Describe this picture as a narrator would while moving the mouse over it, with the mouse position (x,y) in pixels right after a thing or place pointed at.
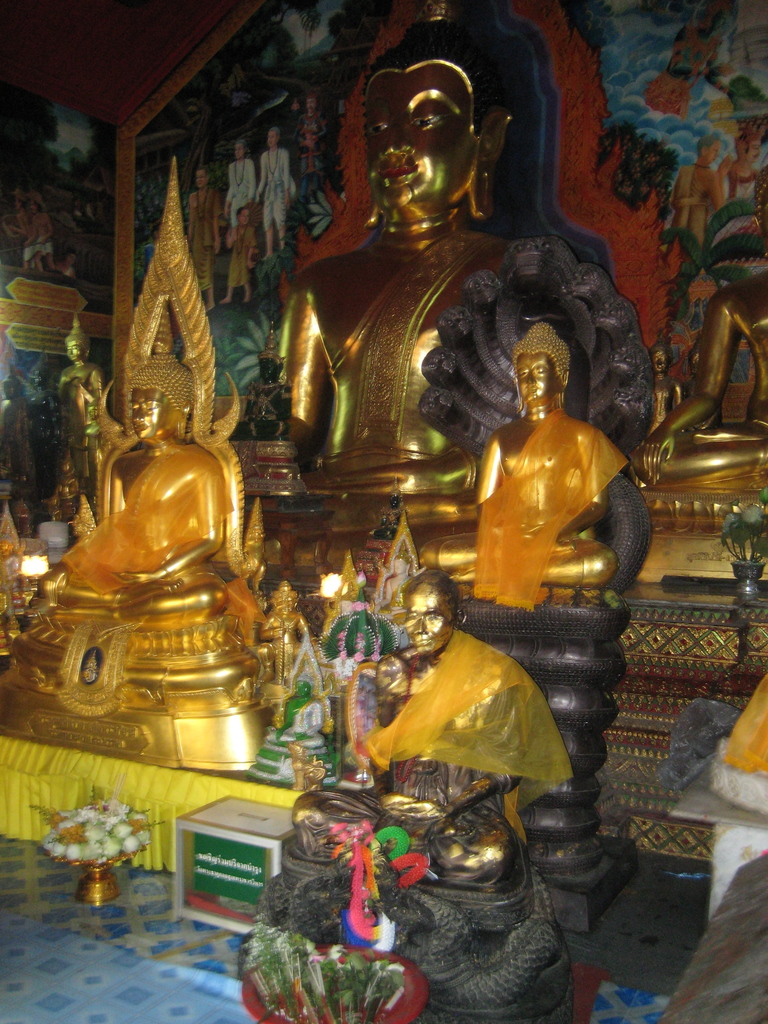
In this image, we can see idols (420,570), basket (91,862) with flowers (95,838), box (249,818) and few objects (747,517). At the bottom (178,967), we can see the floor (158,987). Background (281,261) we can see paintings (685,220) on the walls (241,307).
